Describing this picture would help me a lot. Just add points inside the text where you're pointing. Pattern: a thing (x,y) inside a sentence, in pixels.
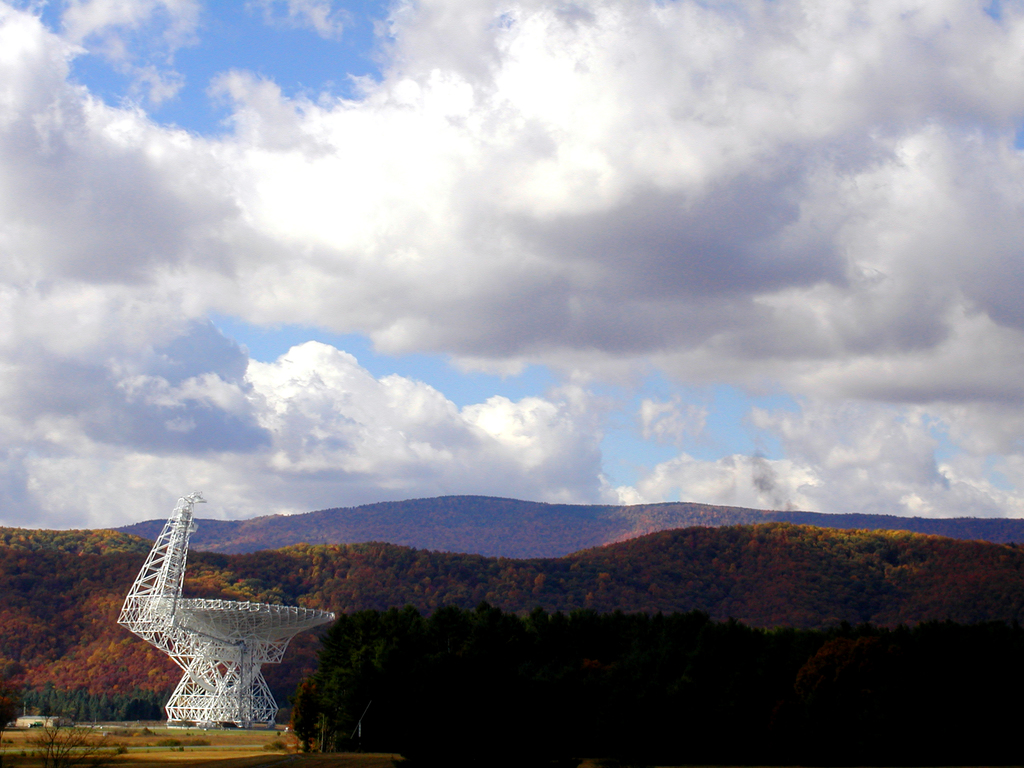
In this image in the front (242,679) there is a tower (202,665) which is white in colour. In the background (404,547) there are trees (827,539) and the sky (550,300) is cloudy.
